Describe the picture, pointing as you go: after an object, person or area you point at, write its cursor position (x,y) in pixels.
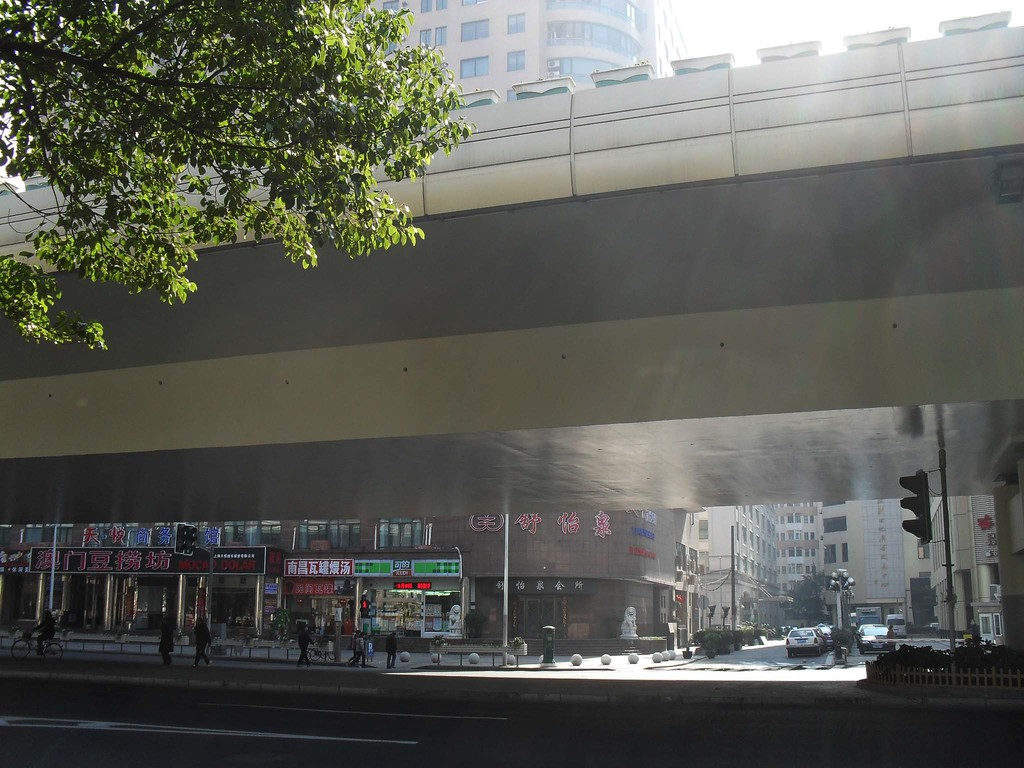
In this image there are group of people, vehicles (804,633) on the road (742,746), buildings (449,35), signal lights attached to the poles (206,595), tree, plants (987,648), flyover (701,144), sky (829,15).
